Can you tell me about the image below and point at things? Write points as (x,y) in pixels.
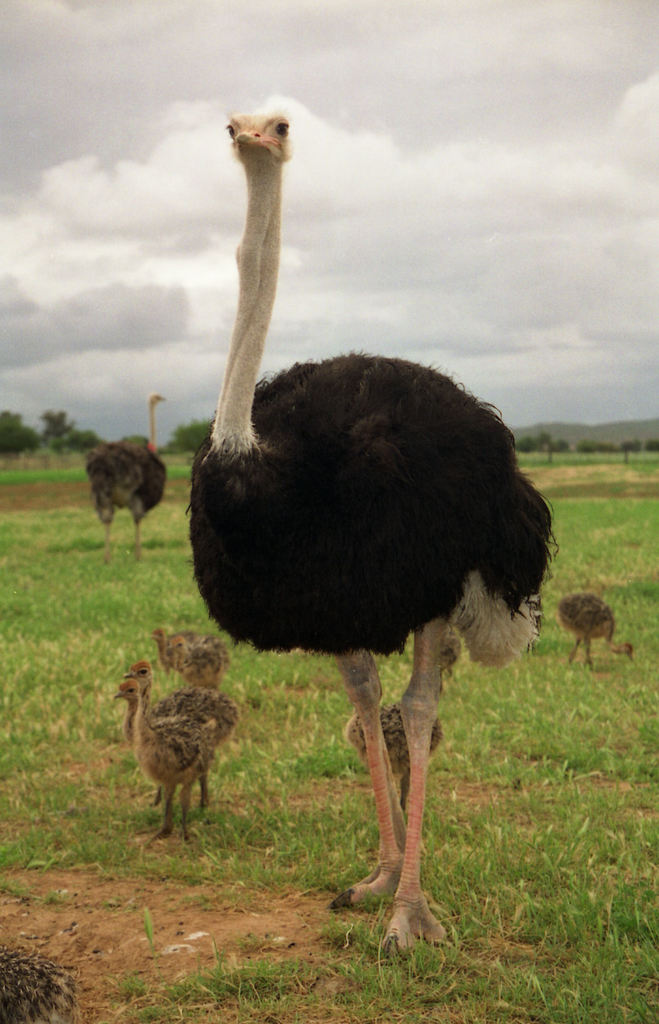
In this image we can see birds (279,507). At the bottom (308,839) there is grass (460,827). In the background (168,421) there are trees (44,437) and sky (431,222).
